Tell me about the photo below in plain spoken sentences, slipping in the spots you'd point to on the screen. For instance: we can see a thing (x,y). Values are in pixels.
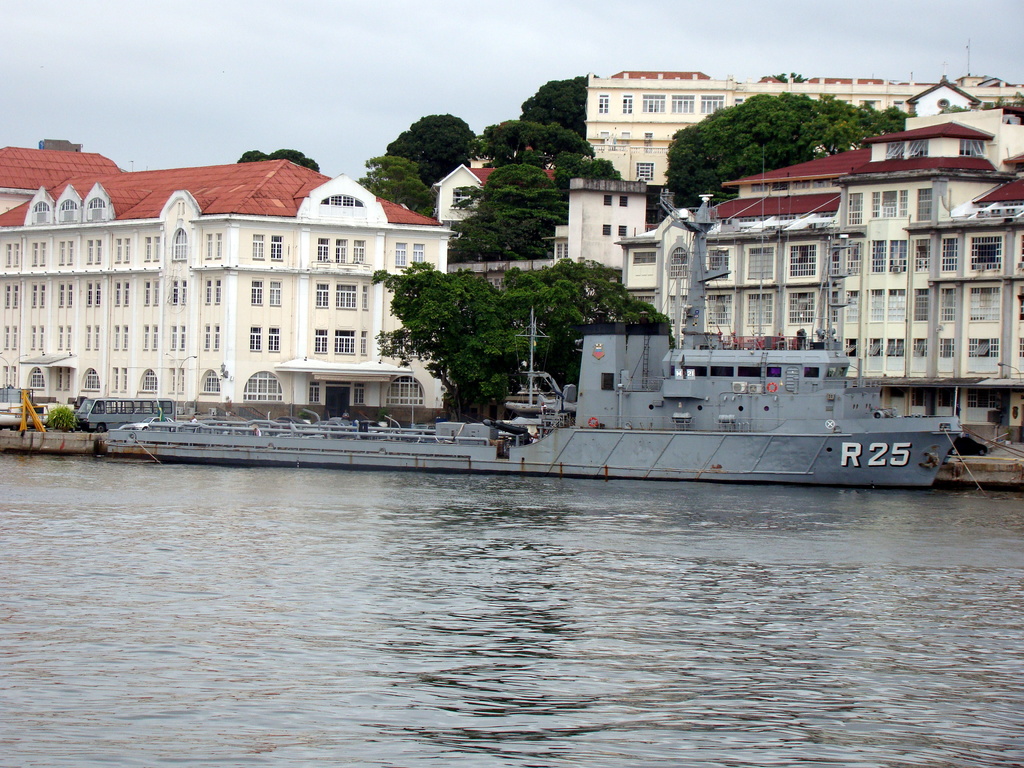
In this picture we can see buildings (965,331), trees (502,142) and vehicles (138,406). Here we can see ship (467,465) in the water (623,560). On the top (682,30) we can see sky (309,66) and clouds (419,23). Here we can see street light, poles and fencing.
